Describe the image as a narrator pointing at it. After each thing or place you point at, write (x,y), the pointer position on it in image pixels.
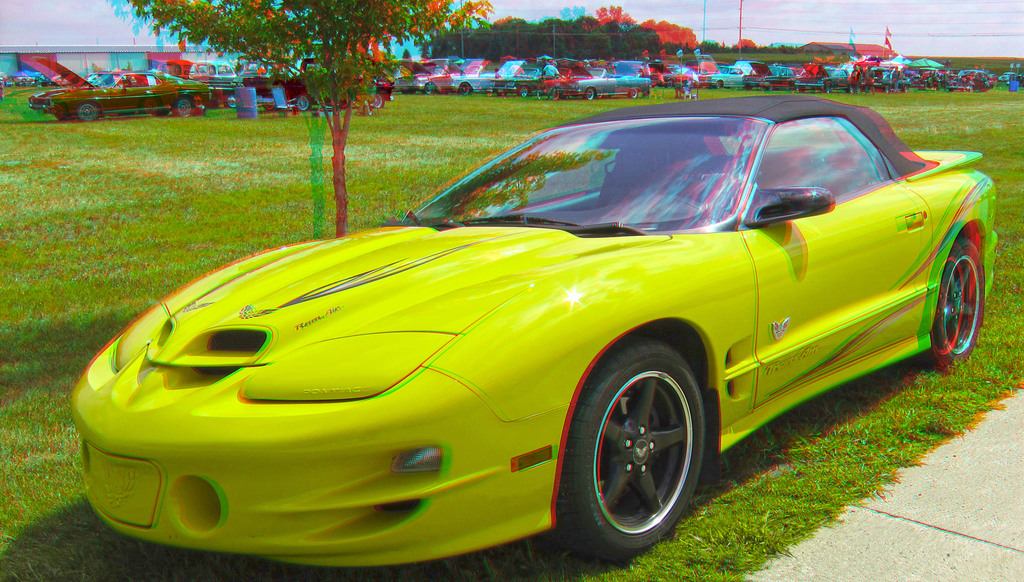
In this picture we can see trees (498,45), flags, poles (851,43), sky (722,29), vehicles (968,70), people (542,64), blue barrels (253,103). This picture is mainly highlighted with a yellow car (306,369). At the bottom portion of the picture (828,478) we can see green grass (860,468) and road (875,504).
